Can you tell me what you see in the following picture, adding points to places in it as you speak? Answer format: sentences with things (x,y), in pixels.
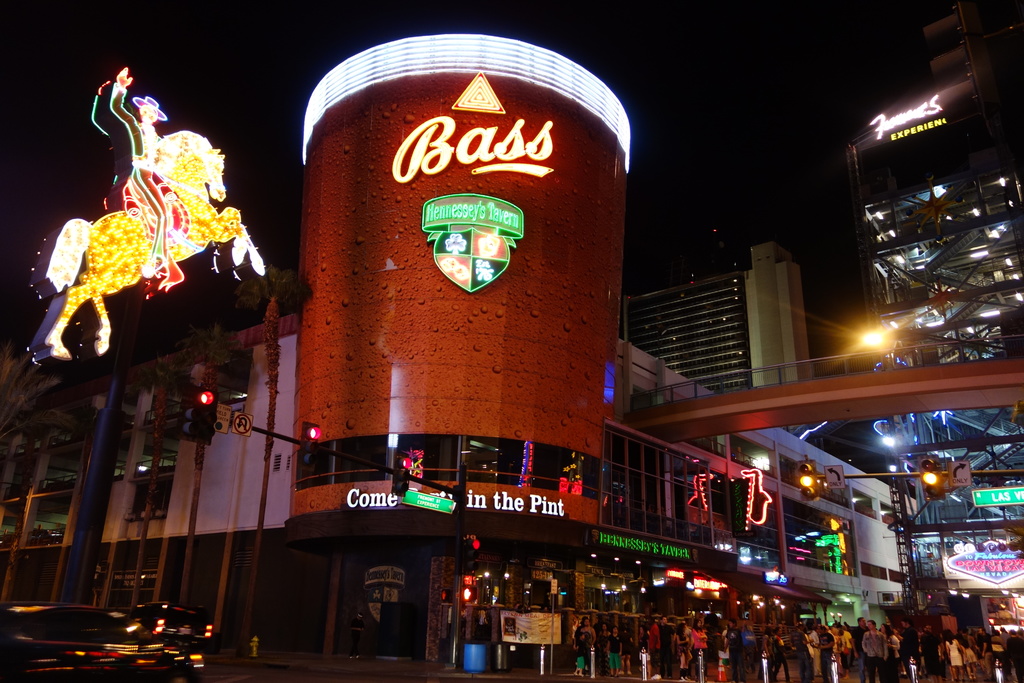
In this image I can see number of persons (687,633) standing on the ground (629,677), few poles (915,659), few vehicles (130,628) on the road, a building (252,517) which is brown and white in color, a traffic signal (212,435), a board (163,173) of a person (144,178) sitting on a horse (147,257) which is gold and red in color. In the background (627,328) I can see few other buildings (729,295), few trees (268,352) and the sky (755,113) which is black in color.
